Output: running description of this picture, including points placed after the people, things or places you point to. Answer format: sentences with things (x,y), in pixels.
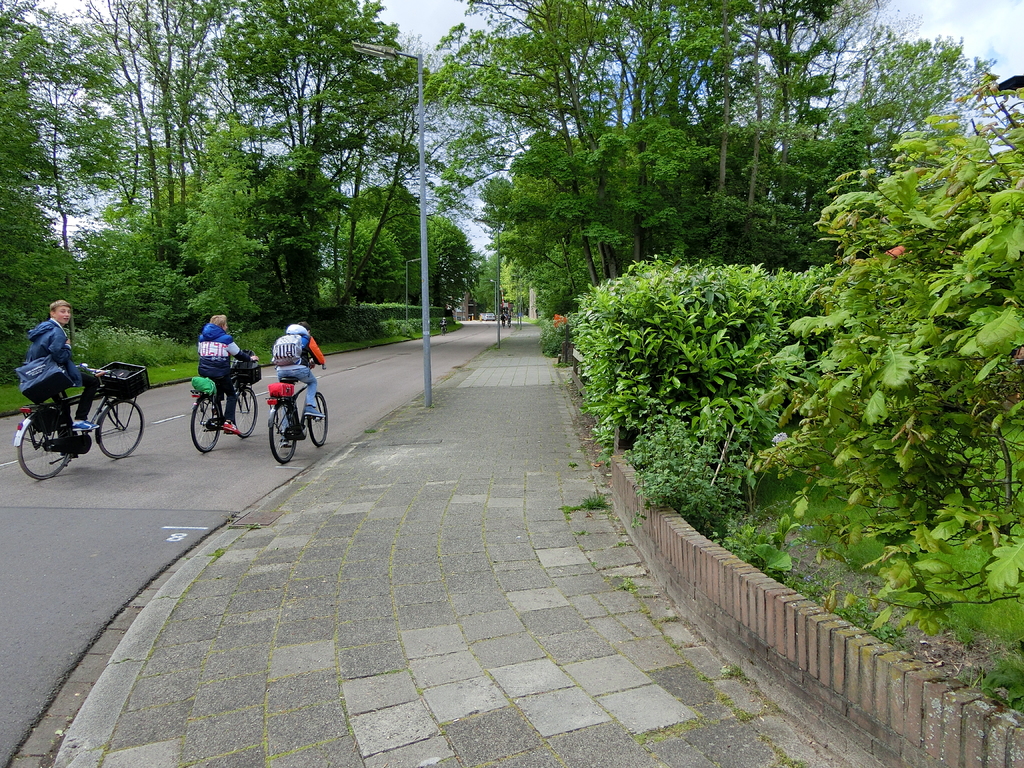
In this image I can see a road (126,556) and on it I can see few people (55,358) are sitting on their bicycles (60,414). I can also see number of trees (419,299), poles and the sky (984,41) in background (486,159).
